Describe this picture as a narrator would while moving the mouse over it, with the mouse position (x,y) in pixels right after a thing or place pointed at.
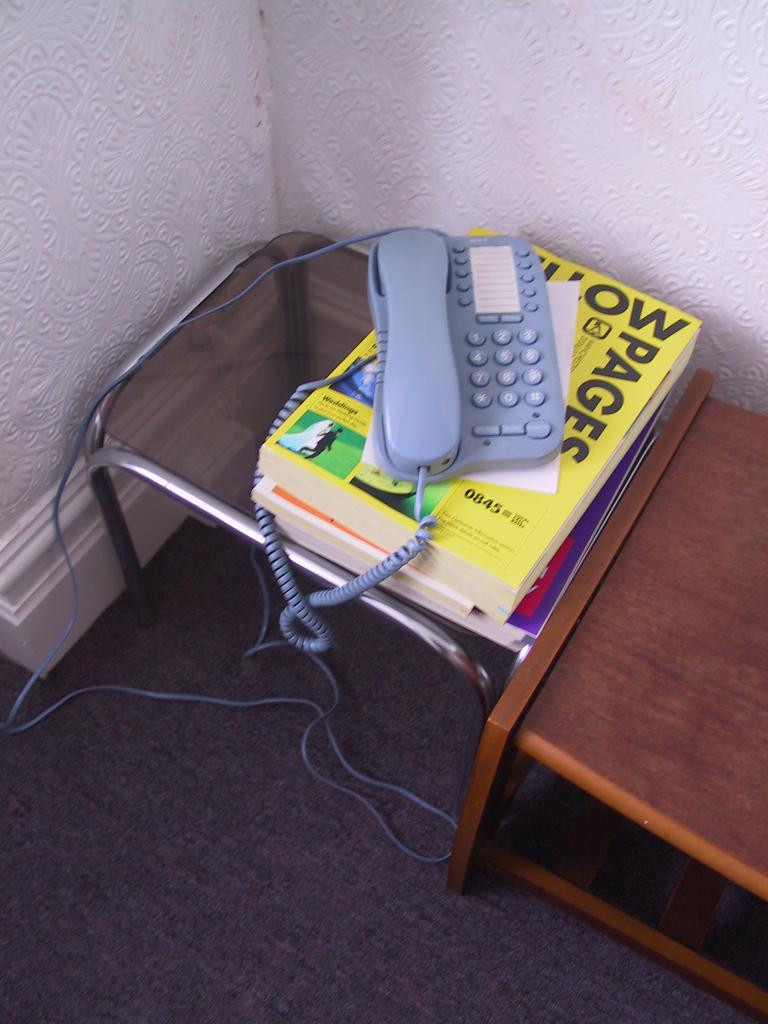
In this image there is a landline phone (470,402) on books (503,483) on a table (217,447), and the back ground (423,153) there is another table (753,885), wall (228,128), carpet (177,825).
